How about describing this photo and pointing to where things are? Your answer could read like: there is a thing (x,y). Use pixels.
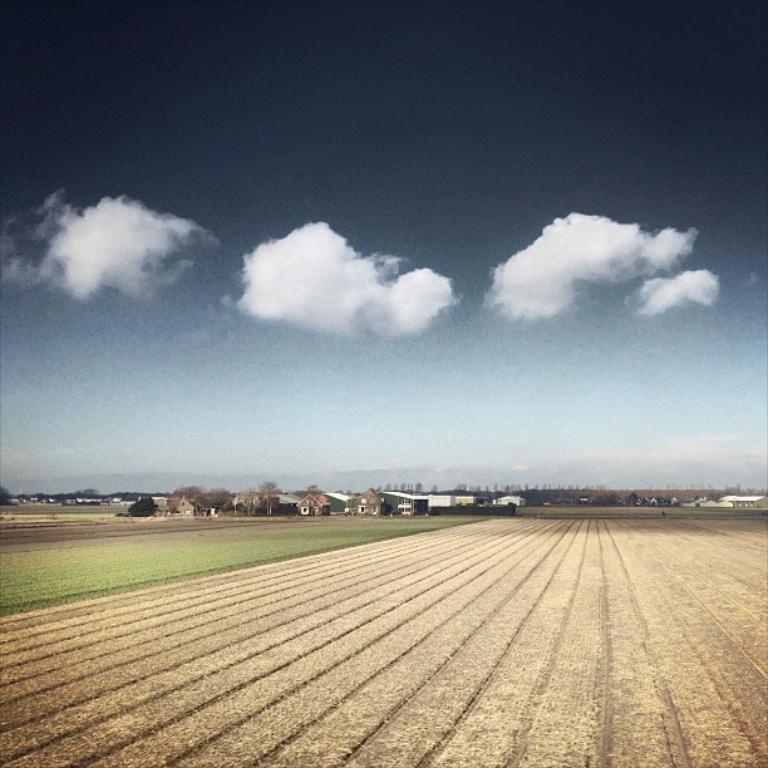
In this picture I can observe an open land (322,557). There are houses (336,498) in the background (452,493) and I can observe some clouds (326,285) in the sky (204,281).
